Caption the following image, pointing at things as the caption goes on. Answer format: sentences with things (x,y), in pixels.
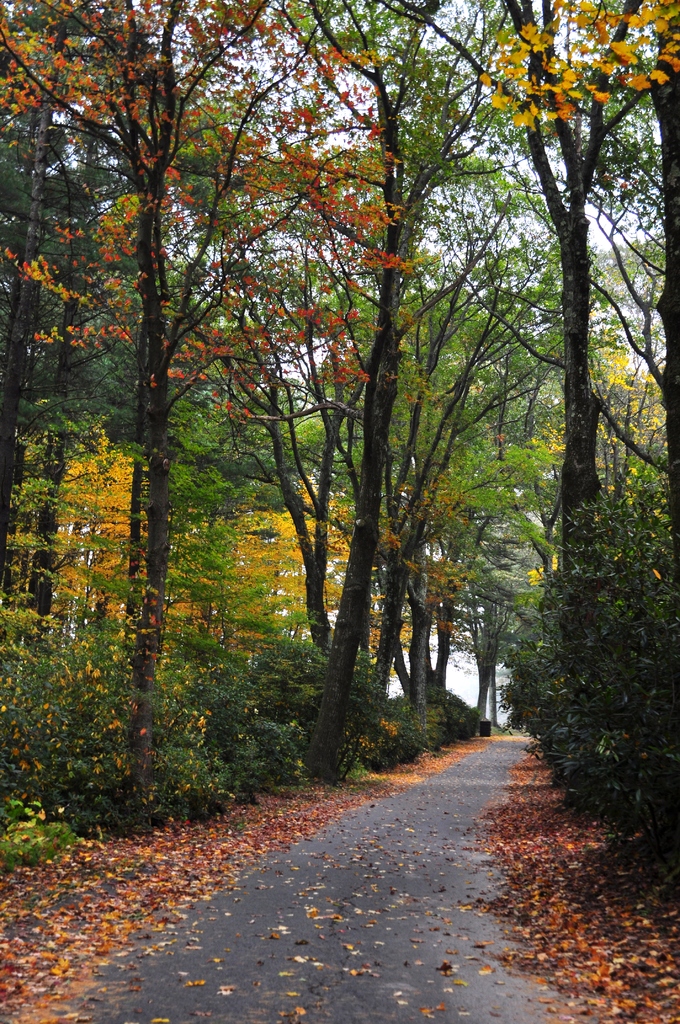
In this picture we can see dried leaves (570,918) on the road (385,939) and in the background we can see trees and the sky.
